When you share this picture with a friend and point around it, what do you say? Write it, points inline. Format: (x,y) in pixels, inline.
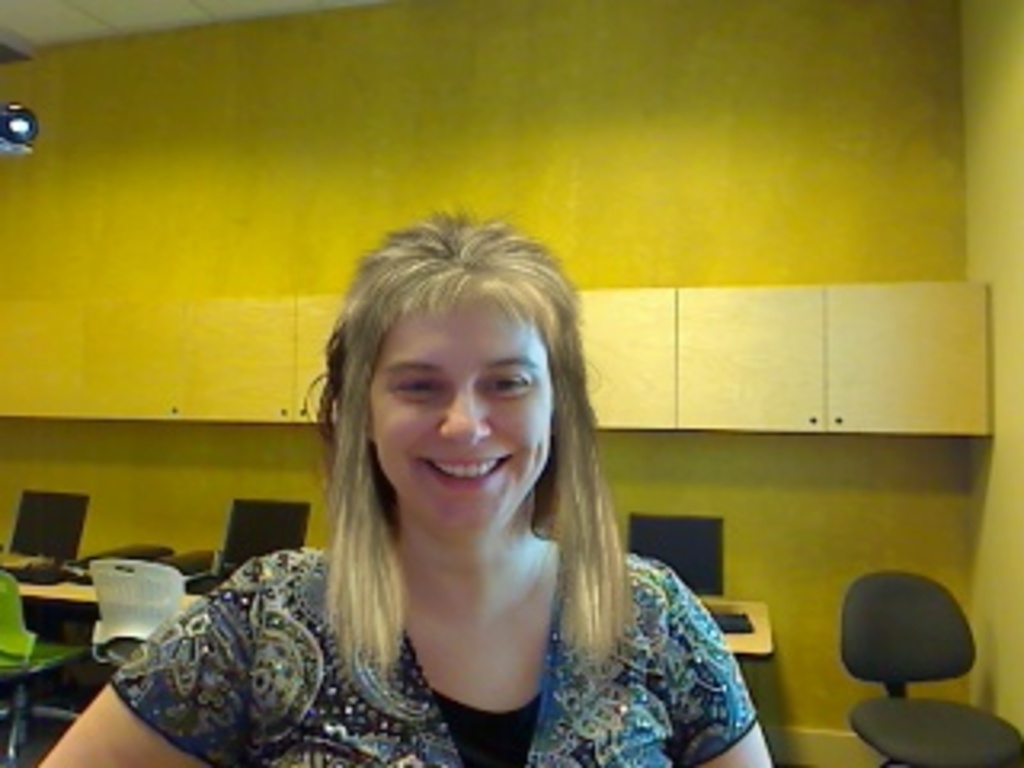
In this picture we can see a woman (428,633). She is smiling. On this background (291,144) we can see wall (218,191). There are tables (65,595). On the table (78,591) we can see monitor (261,528), keyboard (40,573). There are chairs (70,647).
